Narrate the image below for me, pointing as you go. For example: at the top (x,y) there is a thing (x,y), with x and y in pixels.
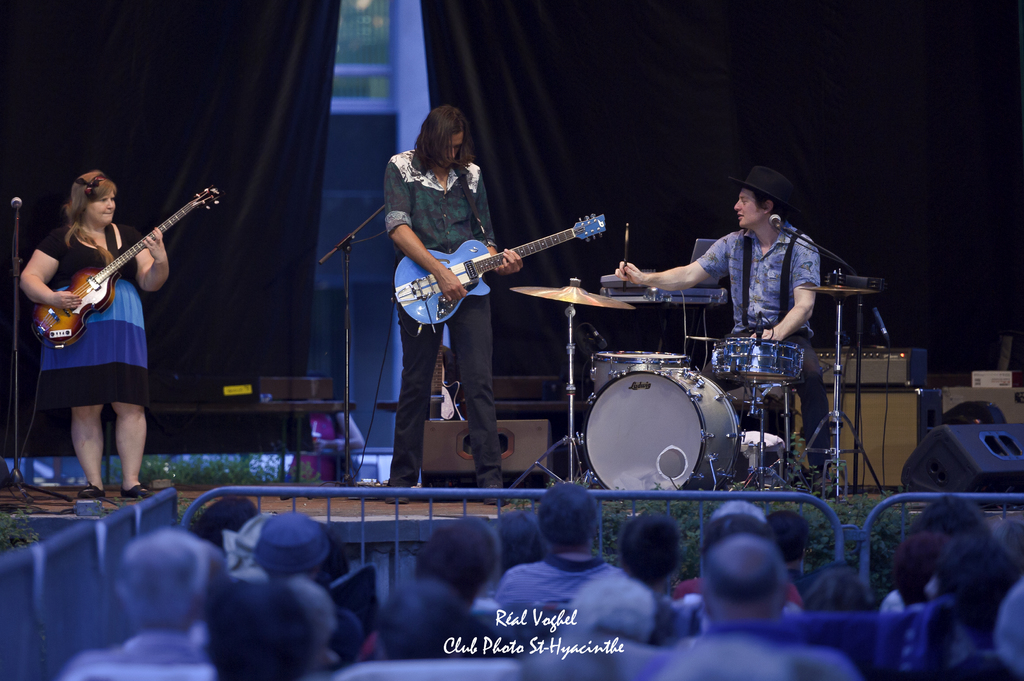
In the picture we can see a three people (454,209) on the stage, one woman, man (442,216) and other man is sitting on the chair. woman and man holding a guitars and man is sitting is playing a musical instruments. Under the stage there is a railing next to it we can see the people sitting and watching them. In the background (597,102) we can find a curtain (536,59) which is black in colour.
